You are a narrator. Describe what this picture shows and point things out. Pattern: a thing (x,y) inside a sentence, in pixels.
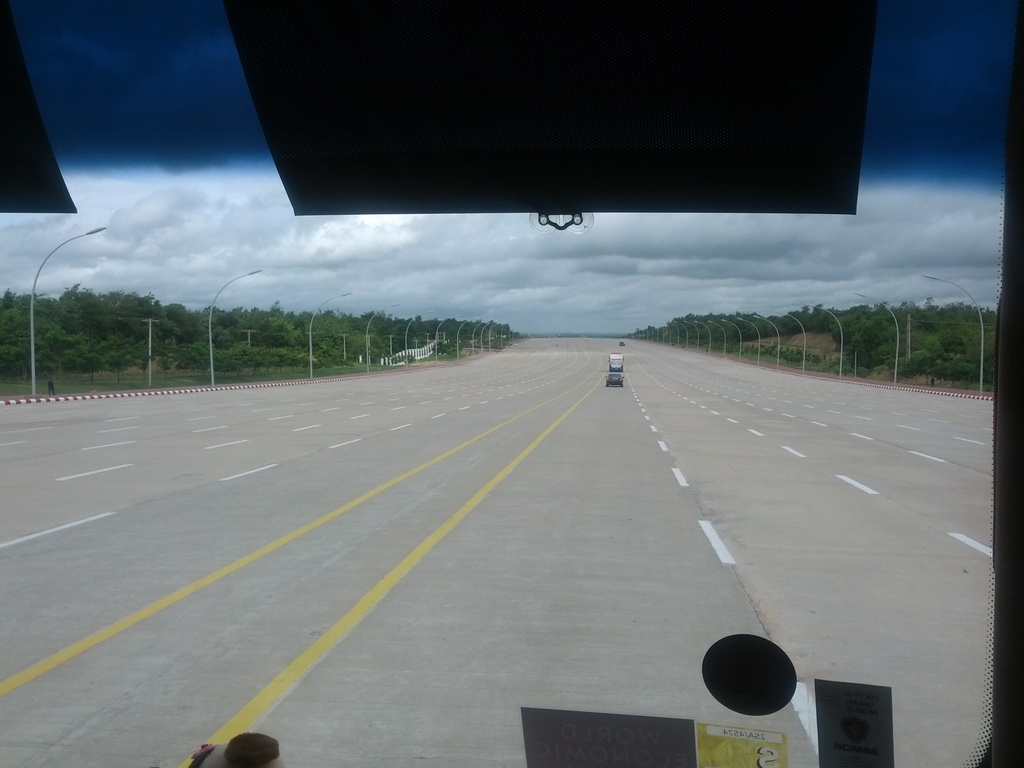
There are stickers (559,767) on the windscreen (238,167) and at the top (115,121) the image is dark but there are objects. Through the wind screen (115,121) we can see vehicles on the road (449,443) and on the left (224,356) and right side (760,355) we can see trees (339,358) and street lights (212,362) and we can see clouds (327,294) in the sky (528,215).
